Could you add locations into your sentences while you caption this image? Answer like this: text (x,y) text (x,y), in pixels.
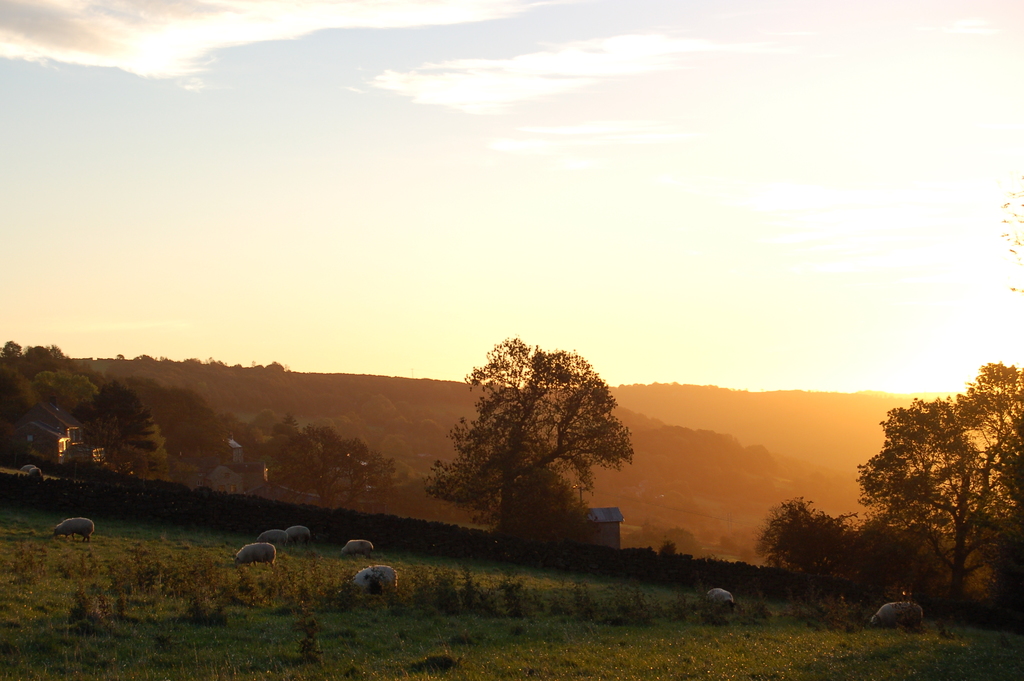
At the bottom of the image (795,555) we can see trees (578,470), sheeps (271,557), plants (349,582) and grass (443,651). In the background (99,411) we can see buildings (66,449), trees (226,426), hills (646,435), sky (375,209) and clouds (342,18).
